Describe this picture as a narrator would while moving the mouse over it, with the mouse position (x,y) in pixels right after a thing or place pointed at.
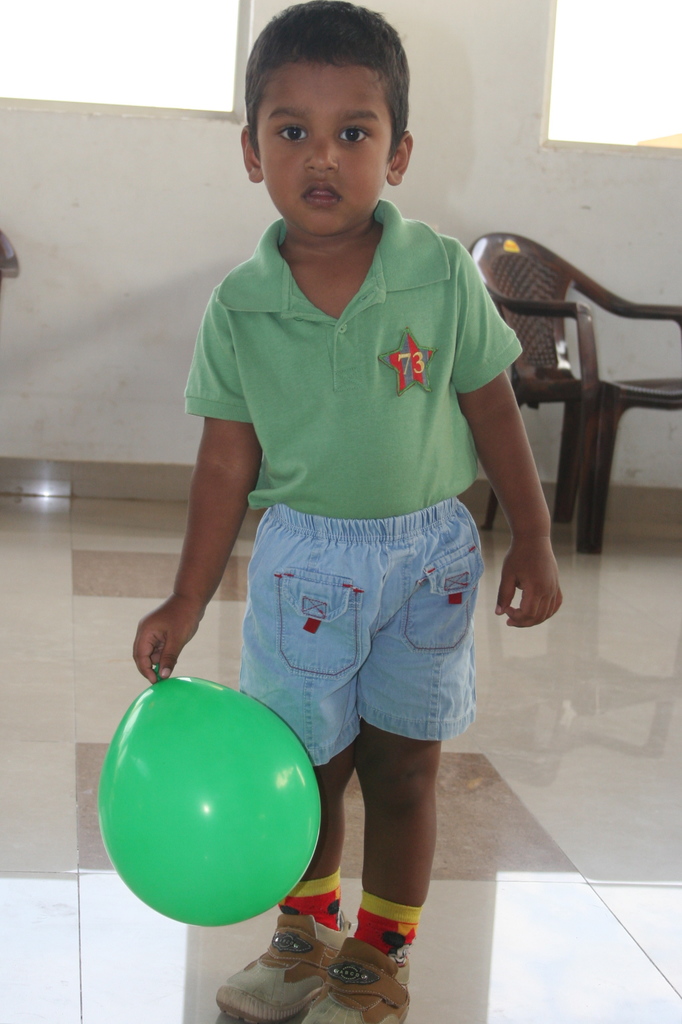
In this image I can see a boy (356,1007) is standing and holding a green color of balloon (189,782). In the background (525,305) I can see a chair (673,309).
